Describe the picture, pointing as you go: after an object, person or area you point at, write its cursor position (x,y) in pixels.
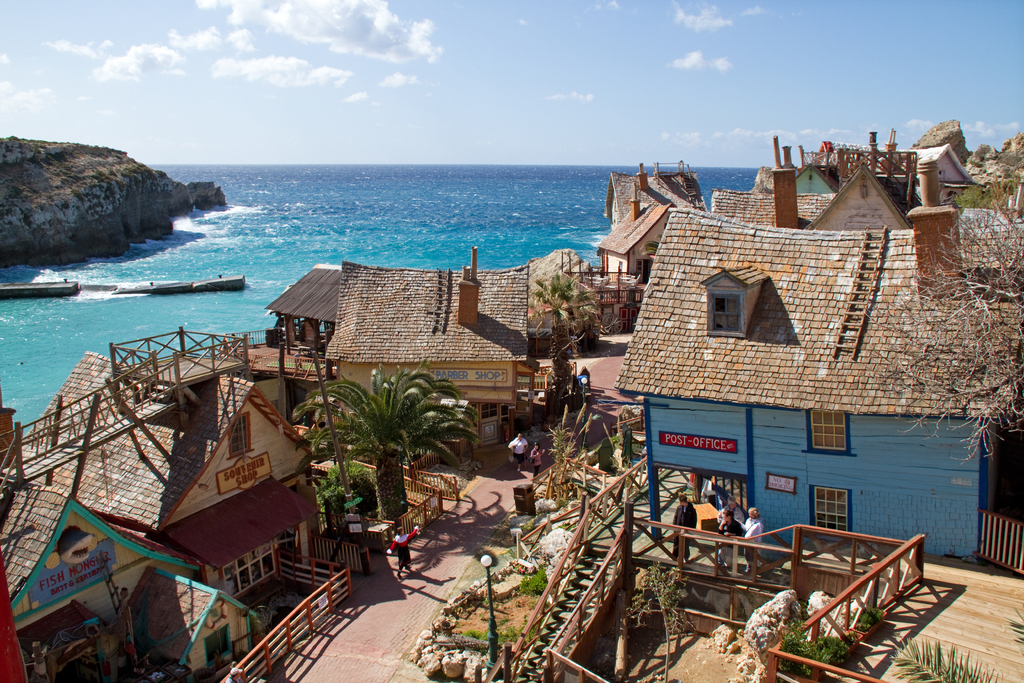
In this image I can see few houses (787,522), they are in cream, blue and brown color. I can also see few plants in green color, few persons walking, background (429,224) I can see the water (401,210) in blue color, and the sky (418,113) is in blue color.
